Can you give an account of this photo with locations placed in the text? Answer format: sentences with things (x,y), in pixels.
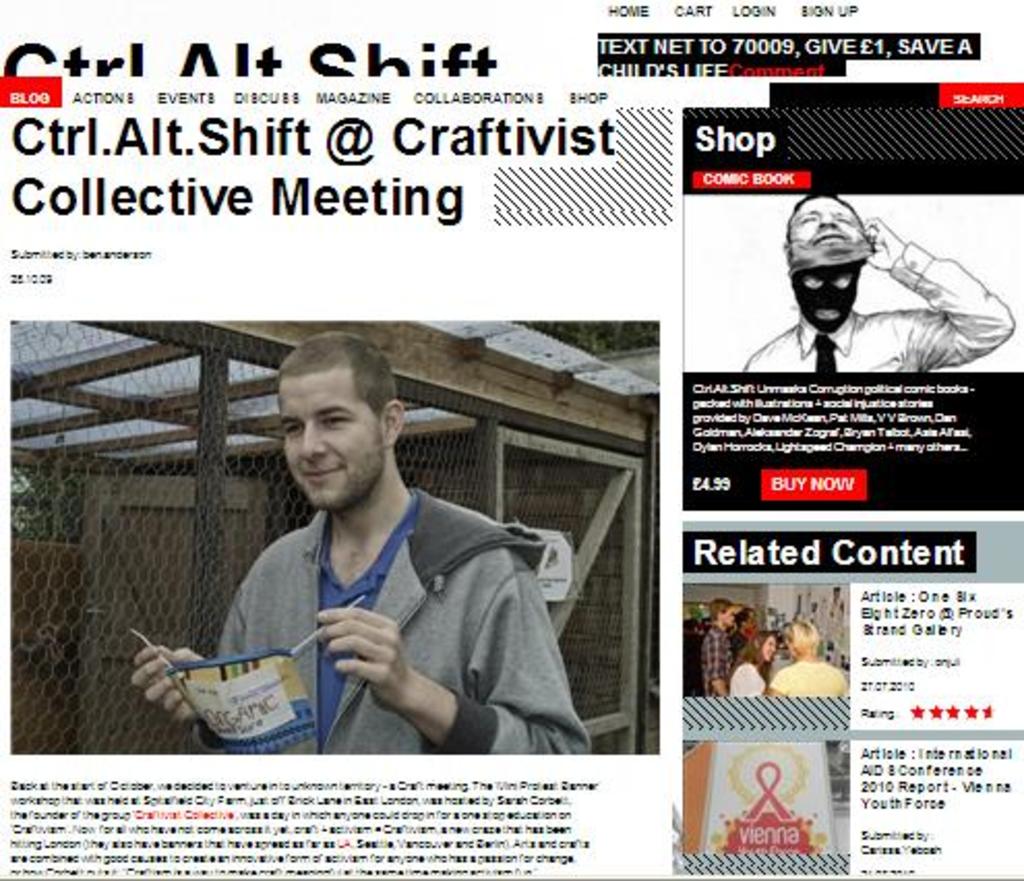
This might be a poster, in this image there are some people (378,610) and some text (21,822). And on the left side (285,384) there is one person (334,664) who is holding something, and in the background (608,531) there is a net (240,487) and wooden poles (212,385) and it looks like a house (175,378).
